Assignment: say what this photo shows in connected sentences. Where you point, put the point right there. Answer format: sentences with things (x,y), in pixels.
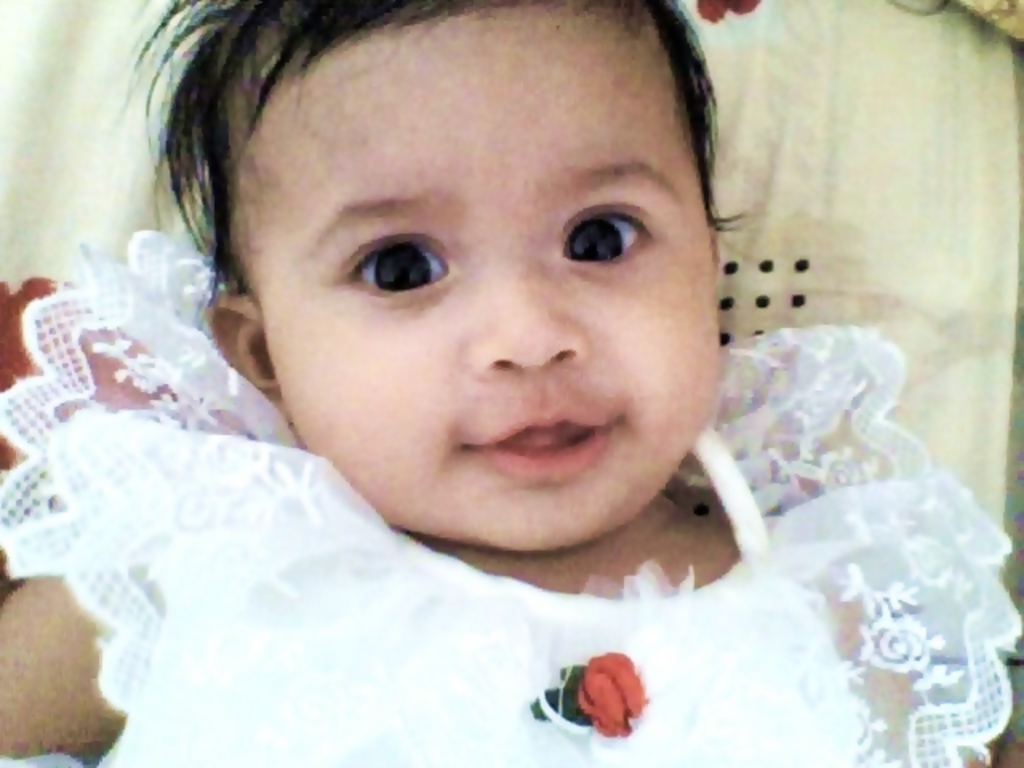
Here in this picture in a white dress (226,505) present over a place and we can see she is smiling.
